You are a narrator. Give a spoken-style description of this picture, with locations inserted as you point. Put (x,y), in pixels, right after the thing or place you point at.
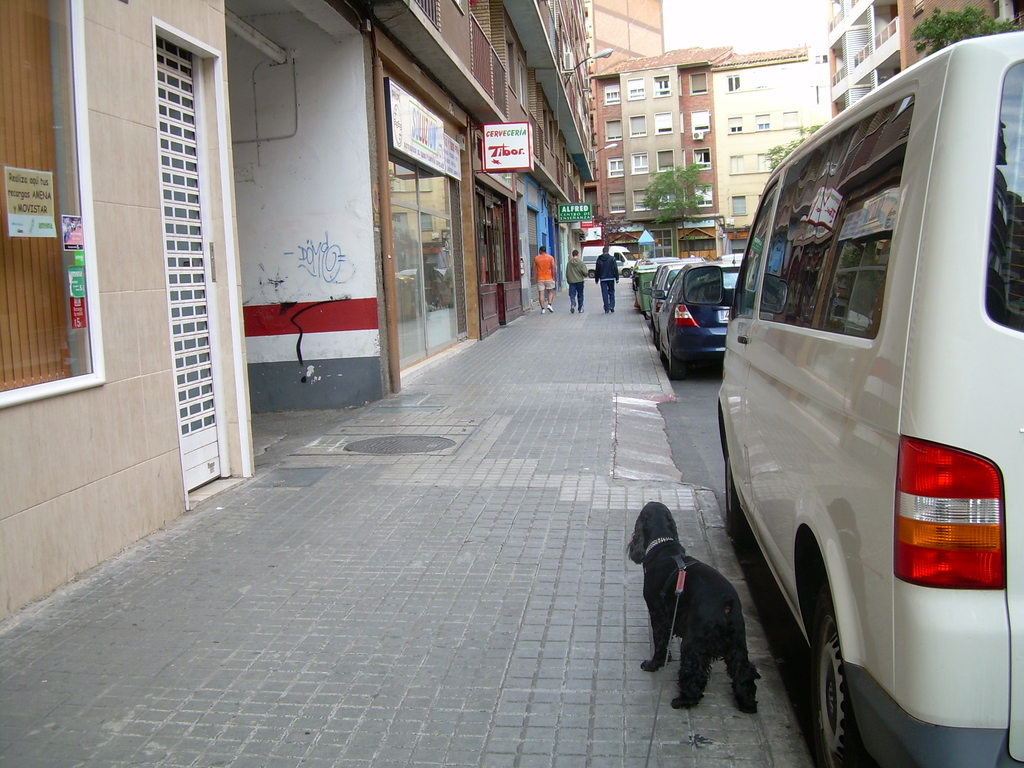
In this image, we can see some buildings (532,121) and trees (670,189). There are three persons (553,281) in the middle of the image (553,281) walking on the footpath (552,387). There are cars (760,331) on the road (713,408). There is a dog (697,666) at the bottom of the image (697,666).
